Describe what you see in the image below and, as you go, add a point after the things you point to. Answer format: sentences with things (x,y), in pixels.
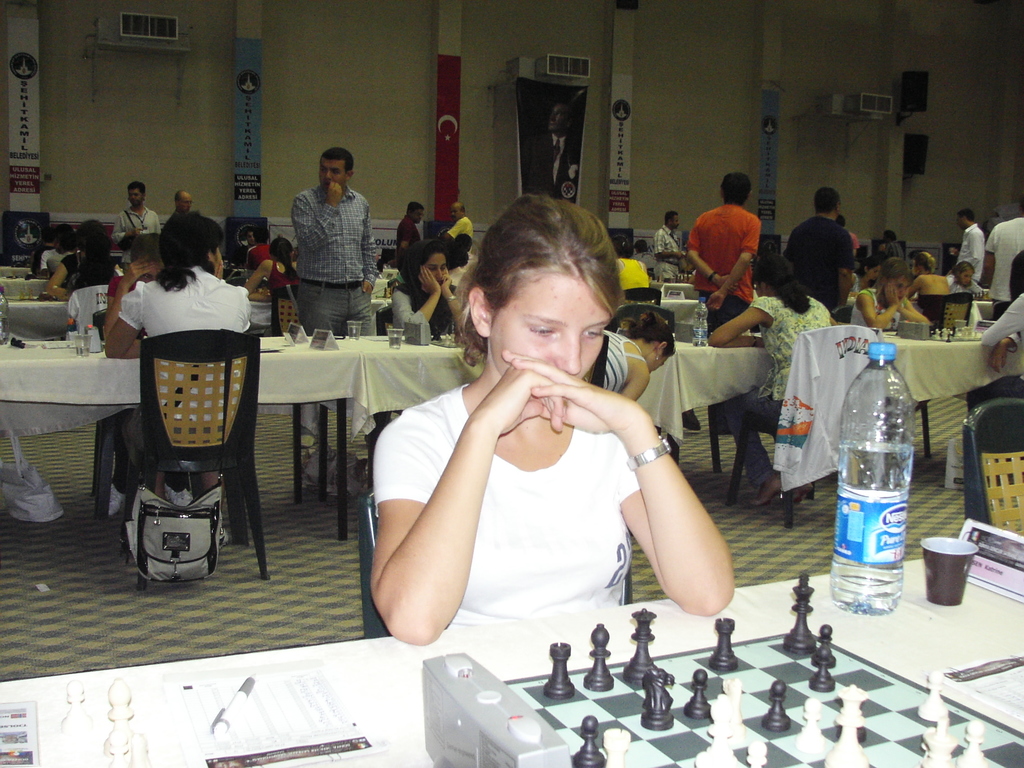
In the image we can see there is a woman (558,529) who is sitting in front (596,402) and she is looking at the chess board (692,656) and its coins (706,673). On the table (909,584) there is a water bottle (849,439) and a cup (949,562) and at the back (705,229) there are lot of people (54,294) who are sitting and they are standing and at the back (551,157) there is a poster (560,133) on which there is a man (561,162) and it is in black and white colour.
